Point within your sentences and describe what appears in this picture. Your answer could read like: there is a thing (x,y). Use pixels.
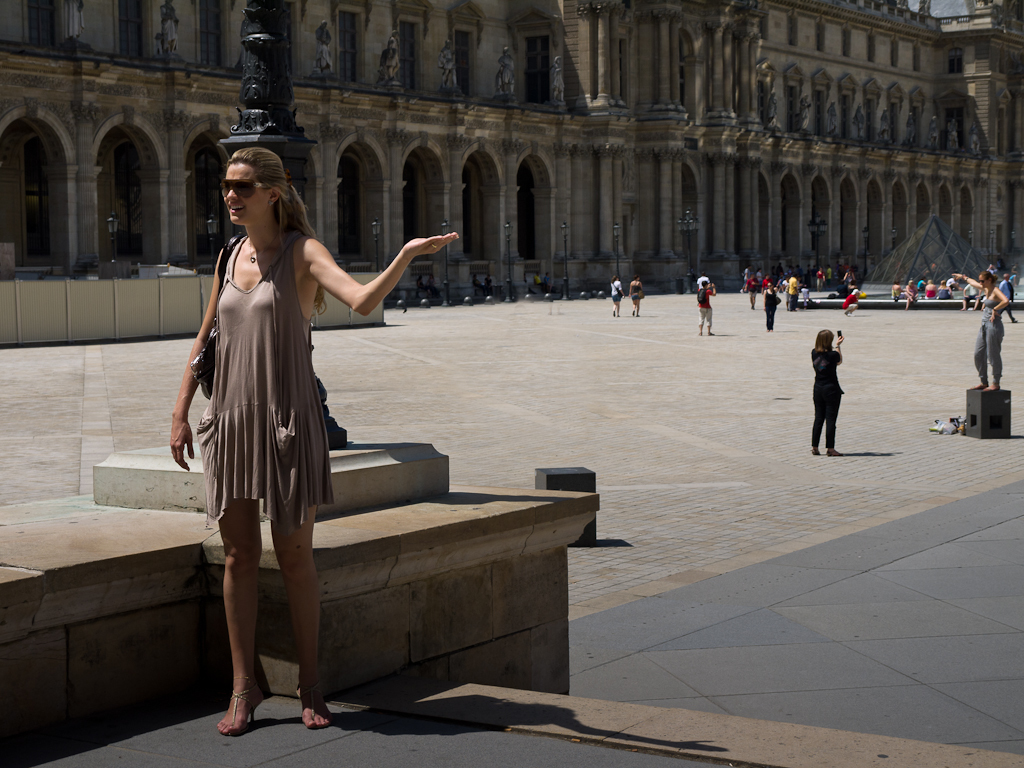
In this image in the foreground (254,317) a lady (253,247) is standing wearing sunglasses (257,186). Behind her there is a pole (271,48). In the background (316,186) there is a building (622,163). Many people (847,276) are there in front of the building (854,262).
